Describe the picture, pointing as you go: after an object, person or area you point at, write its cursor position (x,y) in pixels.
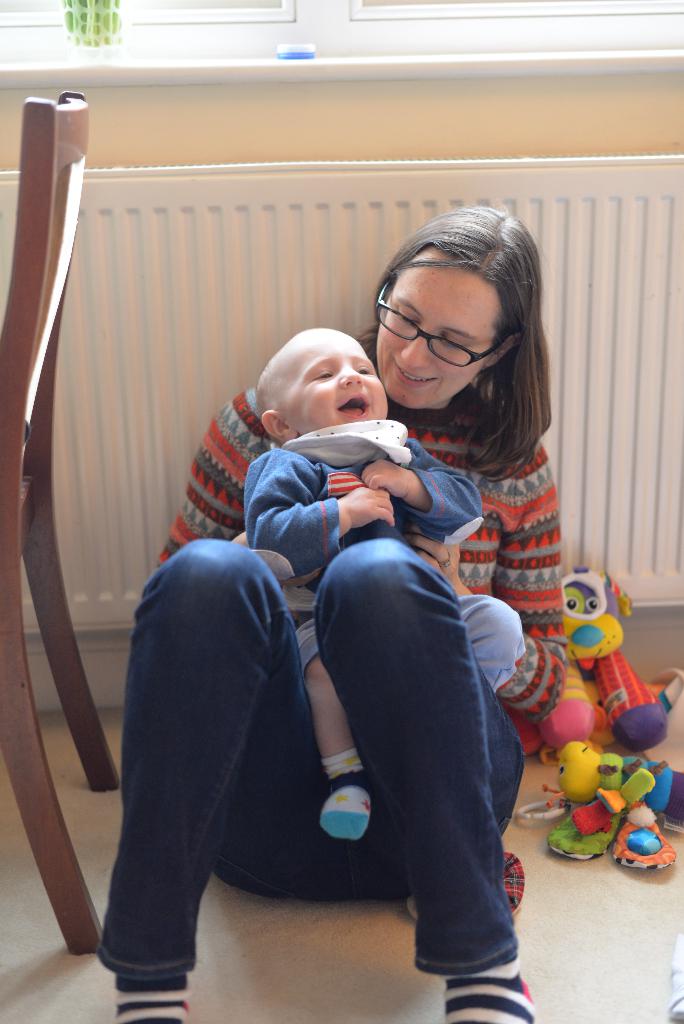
In this image I can see a woman (352,673) is sitting alone with baby (290,547) on the floor (381,996). I can also see there is a chair (9,489) and few toys (640,688) on the floor (26,906).
